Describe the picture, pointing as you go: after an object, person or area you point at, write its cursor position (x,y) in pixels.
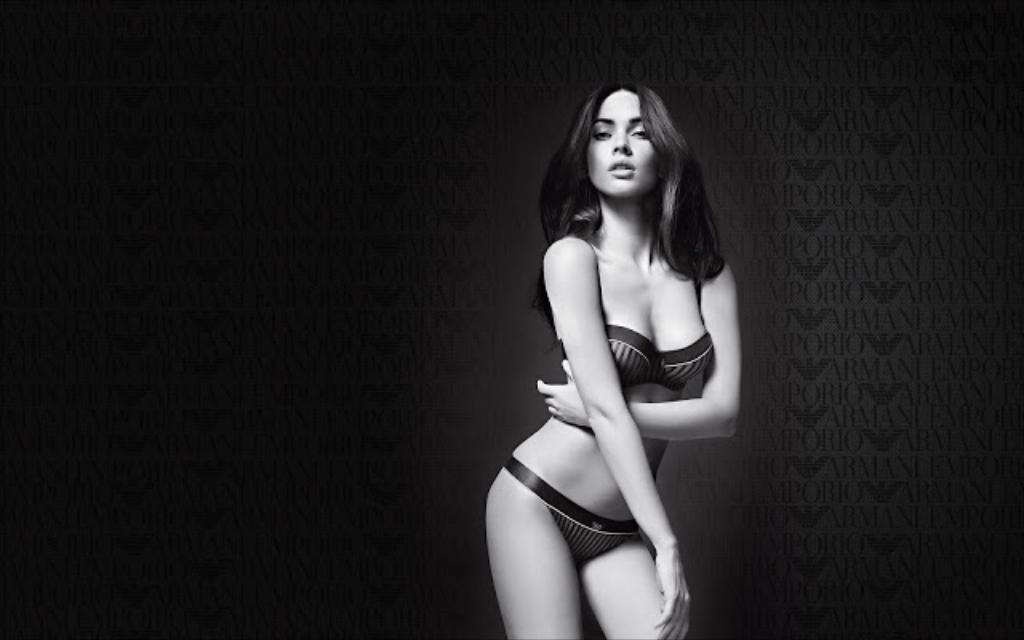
In this image we can see a woman (668,595) standing.
